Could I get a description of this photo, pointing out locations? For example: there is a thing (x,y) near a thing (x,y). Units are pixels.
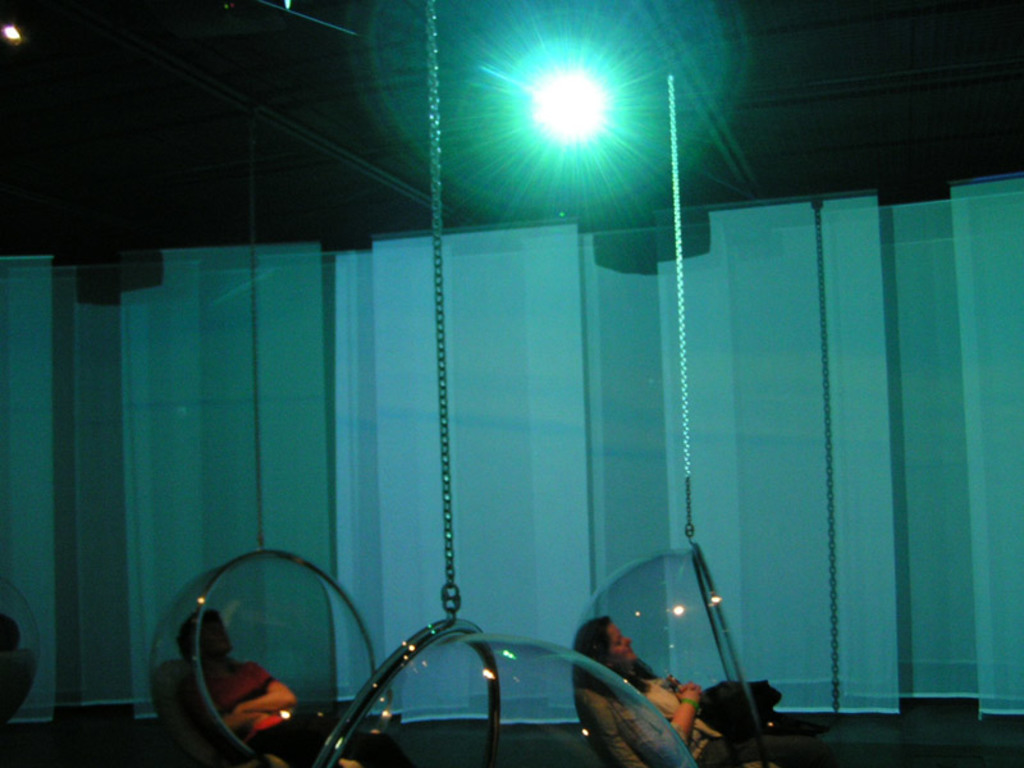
In this image I can see few people (656,682) are sitting in glass things (426,635). I can also see few chains (255,370), a light (581,58) and I can see this image is little bit in dark.
